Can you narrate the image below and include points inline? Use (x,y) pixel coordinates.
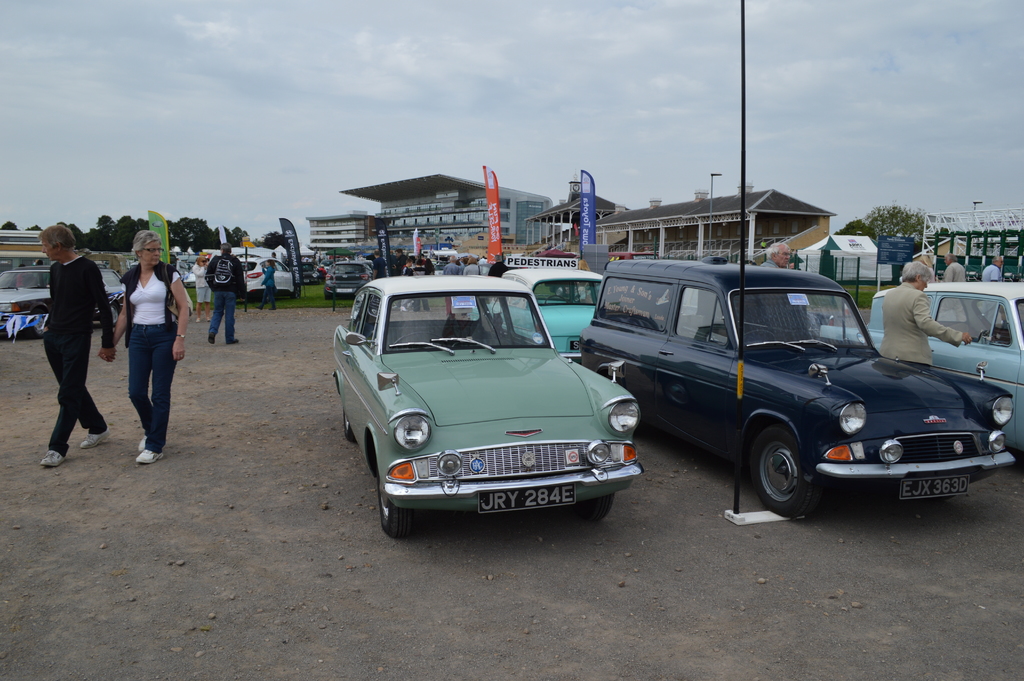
In this picture I can see there are few cars (817,342) parked at right side (978,319), there are two people (151,304) walking on the left side (145,366) and there are a few more people (206,307) in the backdrop (225,254), there are few banners (286,228), buildings (527,240), trees (179,238) and the sky (662,20) is cloudy.
